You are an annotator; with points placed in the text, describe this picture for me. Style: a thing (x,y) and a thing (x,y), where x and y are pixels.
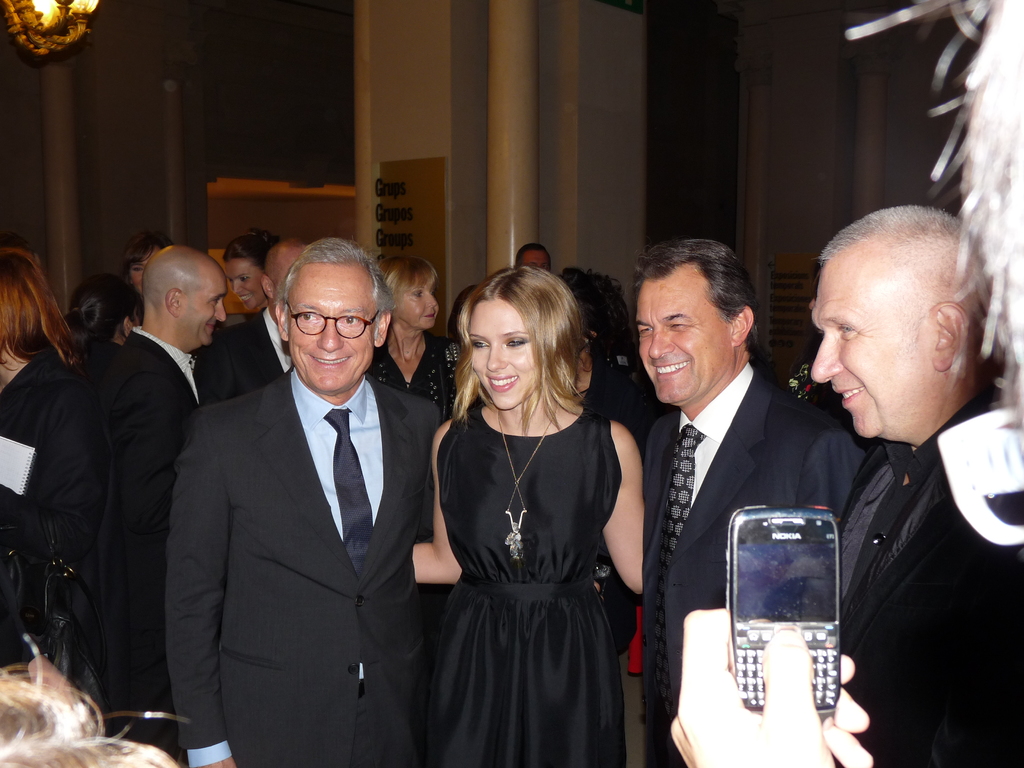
There is a person (841,726) holding a mobile (729,629) and capturing the persons (862,257) who are in black color dresses (286,489), smiling and standing. In the background (138,116), there are other persons (38,471) in black color dresses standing on the floor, there is a pillar (522,171) and there is wall (808,84).
